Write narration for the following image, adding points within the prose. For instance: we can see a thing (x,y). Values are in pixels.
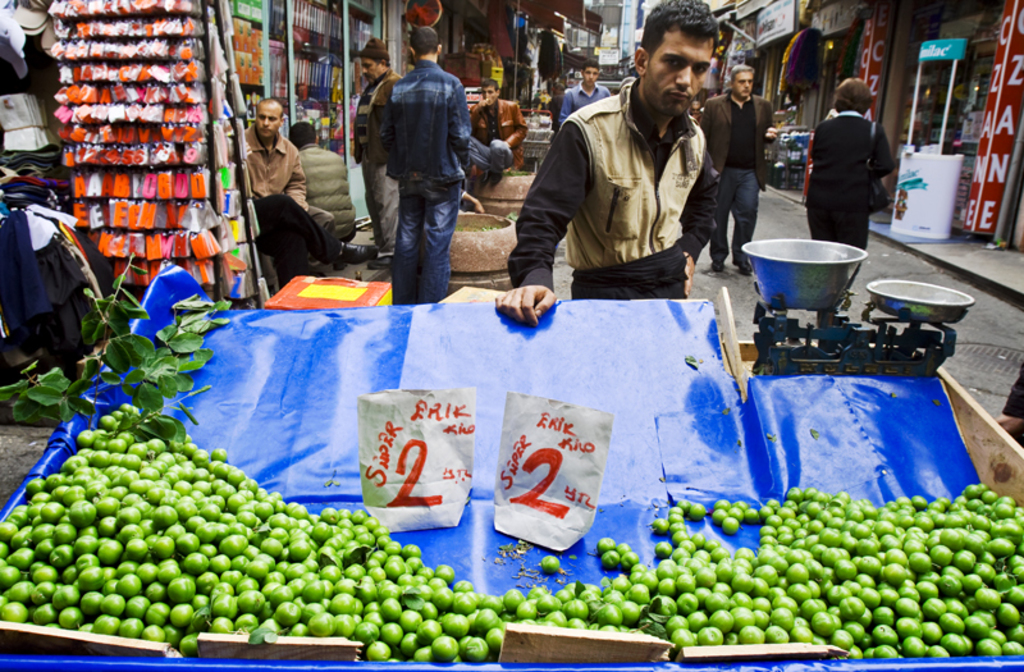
In this picture we can see green vegetables (138,564), weighing machine (889,299), clothes (99,257) and a group of people (538,288) where some are standing and some are walking on the road (1008,367) and in the background (510,4) we can see buildings (824,2).
